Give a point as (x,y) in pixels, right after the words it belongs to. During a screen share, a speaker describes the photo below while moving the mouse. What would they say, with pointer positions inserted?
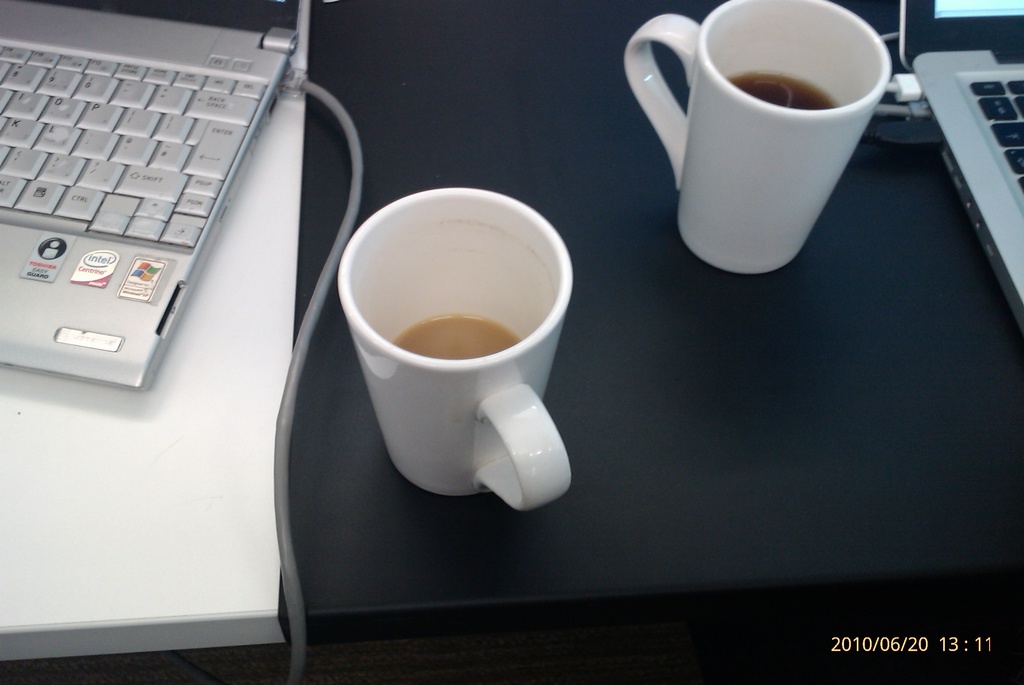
It is a table (789,371), there is a black color sheet (675,247) on the table (658,194) and there are two coffee cups (705,172) on the table (632,147) of white color and there are two laptops (988,129) on the either side, the table (210,568) is of white color.
